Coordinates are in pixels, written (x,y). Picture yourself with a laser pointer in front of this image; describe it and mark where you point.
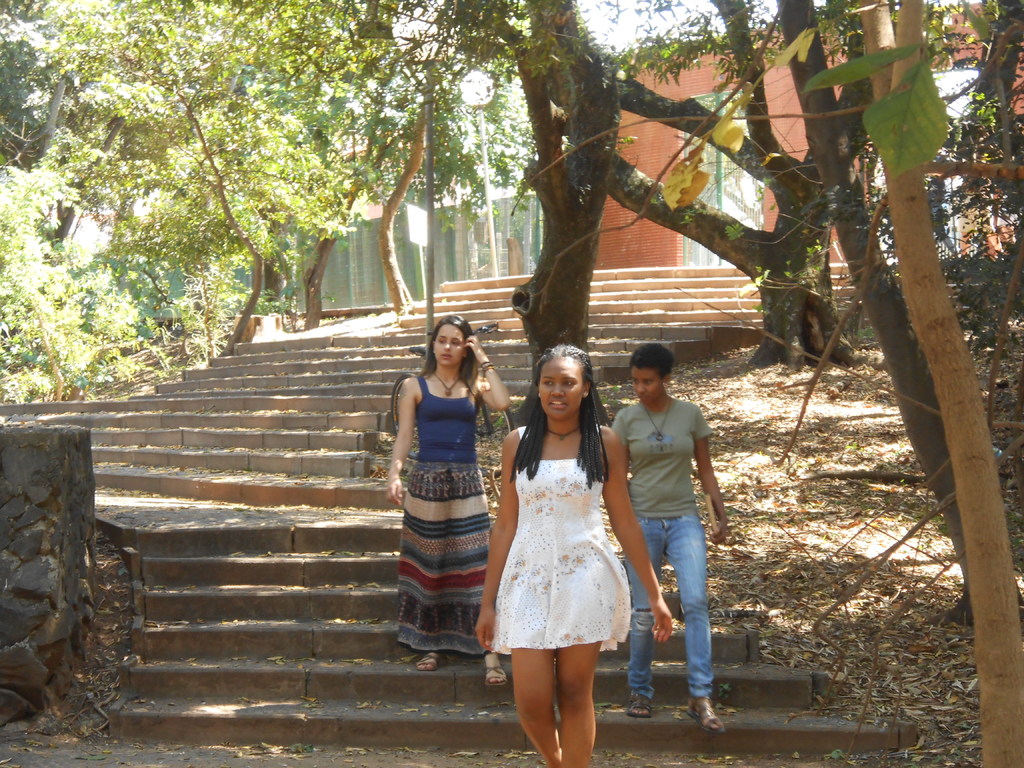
In this image I can see three people (424,597) with different color dresses (464,576). And I can see the stairs (269,442) in the back (291,463). To the side of the stairs (60,411) I can see many trees (774,232). In the background (633,253) I can see the brown color brick wall (621,259) and the sky (619,41).
